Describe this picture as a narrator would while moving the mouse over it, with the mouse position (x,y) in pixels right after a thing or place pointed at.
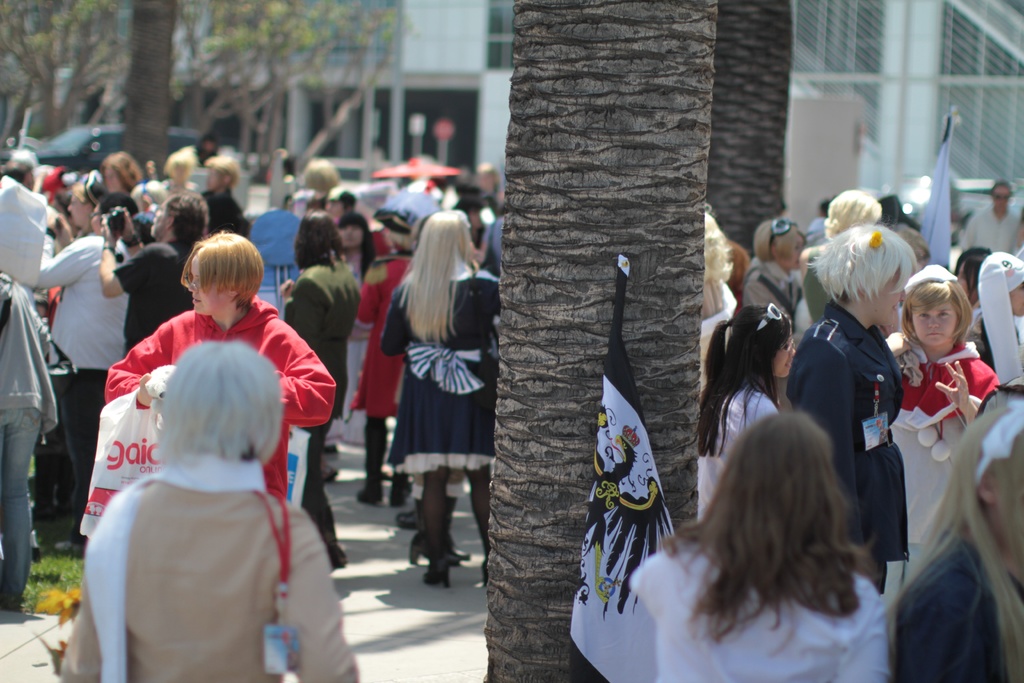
In this picture I can see group of people (63,251) standing. There are trees (740,193), flags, and in the background (892,23) there is a building (914,53).
